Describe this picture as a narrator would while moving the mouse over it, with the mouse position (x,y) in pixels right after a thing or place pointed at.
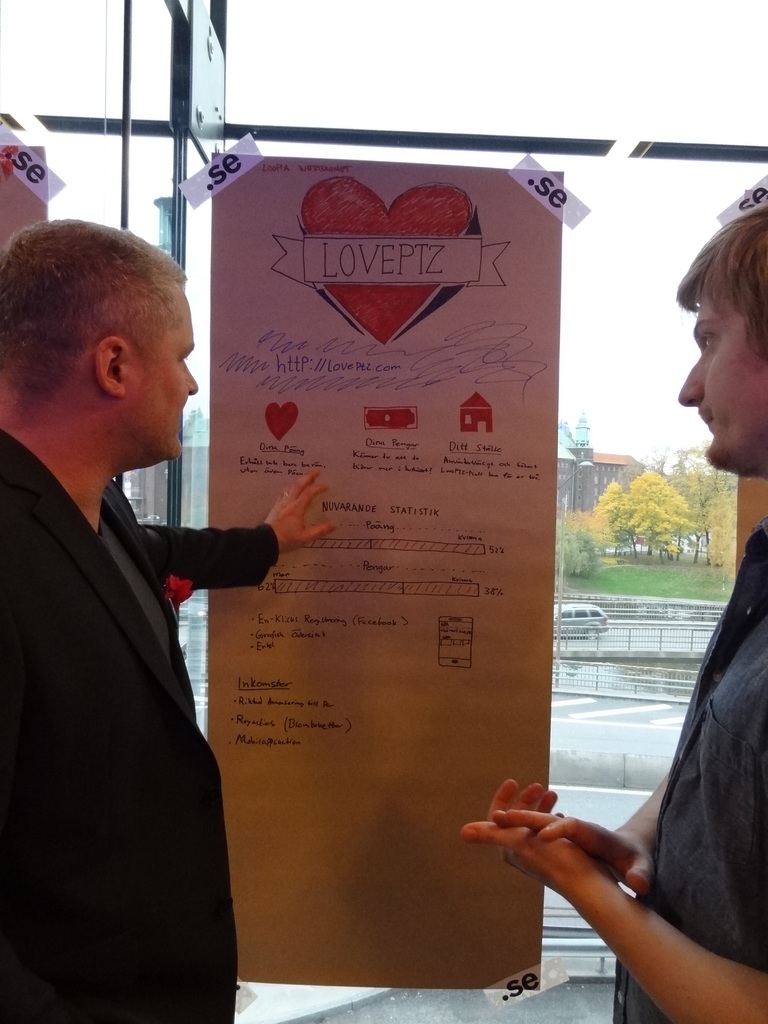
In this image I can see two people (1,466) standing and wearing different color dresses (717,783). I can see a paper (443,413) and something is written on it. I can few vehicles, fencing (628,631), trees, few buildings (603,464). The sky (643,249) is in white color.
